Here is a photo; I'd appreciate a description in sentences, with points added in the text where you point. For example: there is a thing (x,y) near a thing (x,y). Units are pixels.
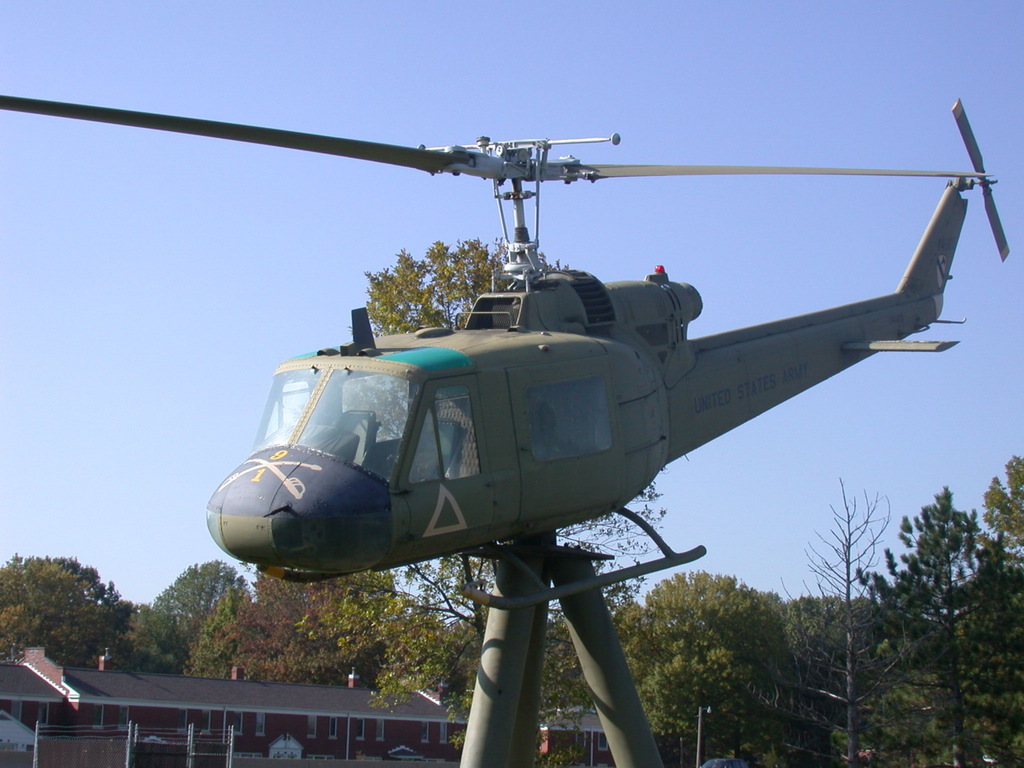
In this image in the front (486,478) there is a helicopter (487,438) on the poles (545,615). In the background (440,678) there is a building (214,712) and there are trees (736,630).
